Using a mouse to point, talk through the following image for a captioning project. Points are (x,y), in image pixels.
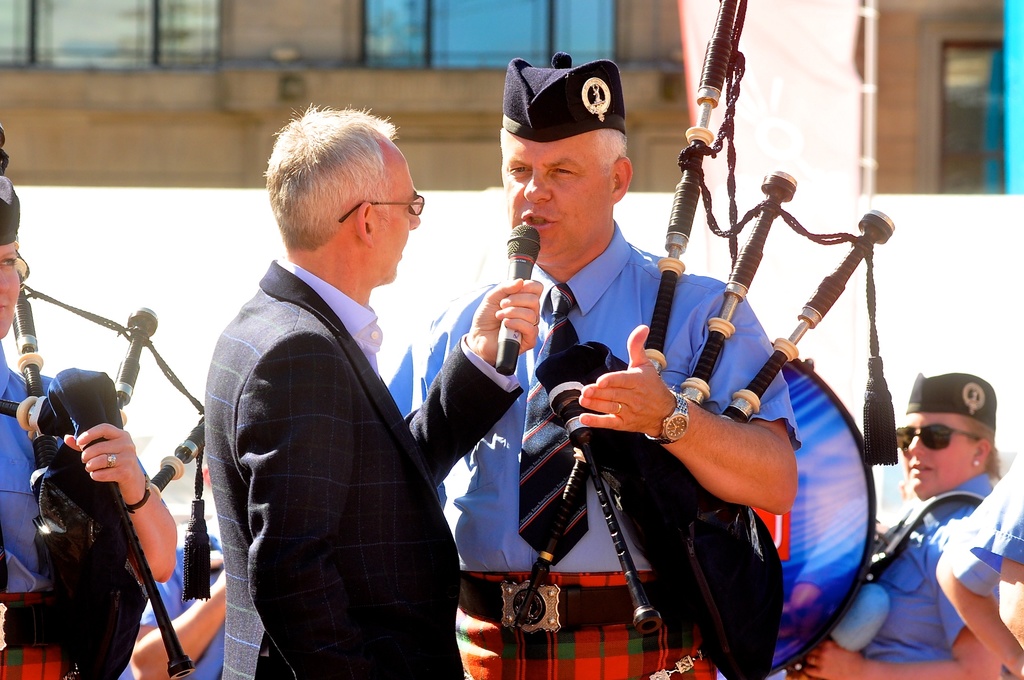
In this image there are few people (725,407) wearing blue shirt (723,390) and cap (561,112) are holding musical instruments (60,545), drums (822,521). Here there is a person (281,507) wearing suit (302,549), white shirt (350,301), glasses (382,201) is holding a mic (502,340). A person (551,213) in blue shirt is talking something. In the background (282,86) there is a building (348,39).
